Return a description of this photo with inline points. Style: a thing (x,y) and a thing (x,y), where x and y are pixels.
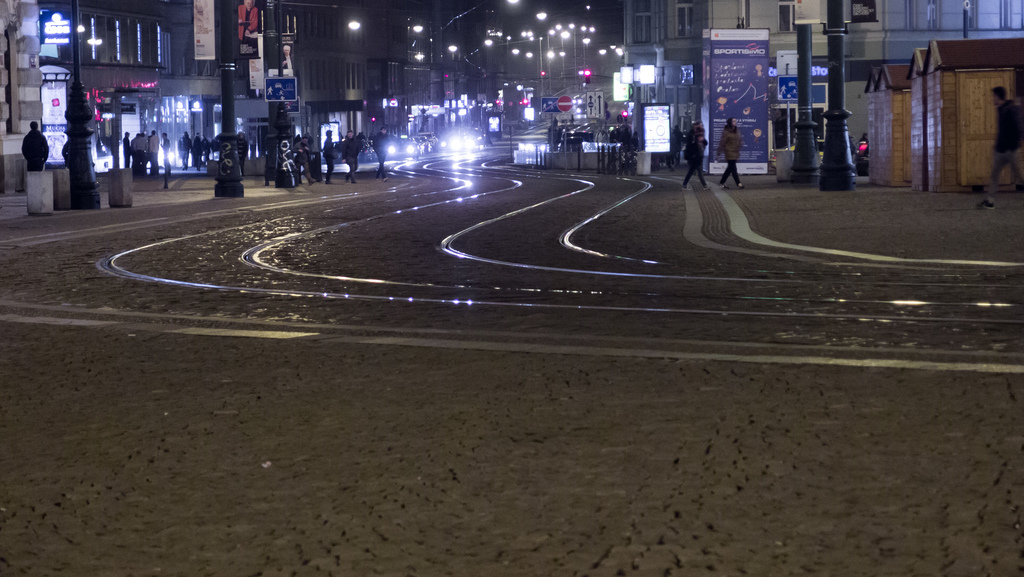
This is a street view image, in this image we can see a few people (694,146) on the streets (484,203), we can also see lamp post (239,173), traffic signal lights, direction sign boards (284,90), in the background of the image (244,92) there are buildings (383,76).
